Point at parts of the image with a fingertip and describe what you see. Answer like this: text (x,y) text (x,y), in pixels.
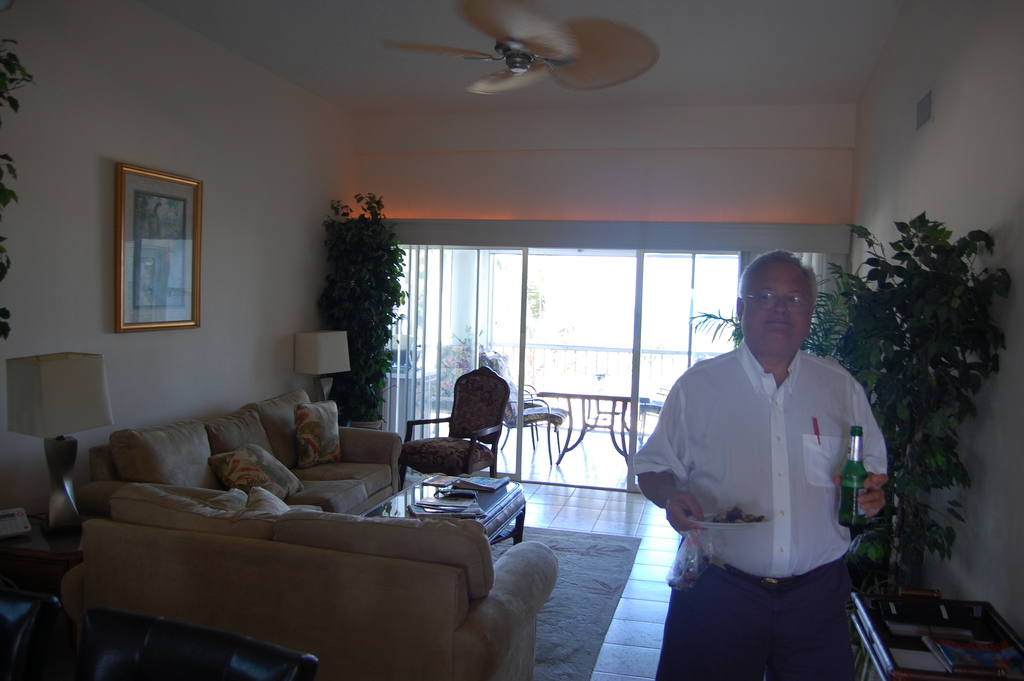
In this image there is a man (720,483) standing and holding a plate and bottle (863,483) and in back ground (21,363) there is lamp (27,378), frame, fan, plant (342,405), couch (332,470), pillows (257,476), chair (484,456), table (497,508), book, carpet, building (586,353), sky (720,304).
